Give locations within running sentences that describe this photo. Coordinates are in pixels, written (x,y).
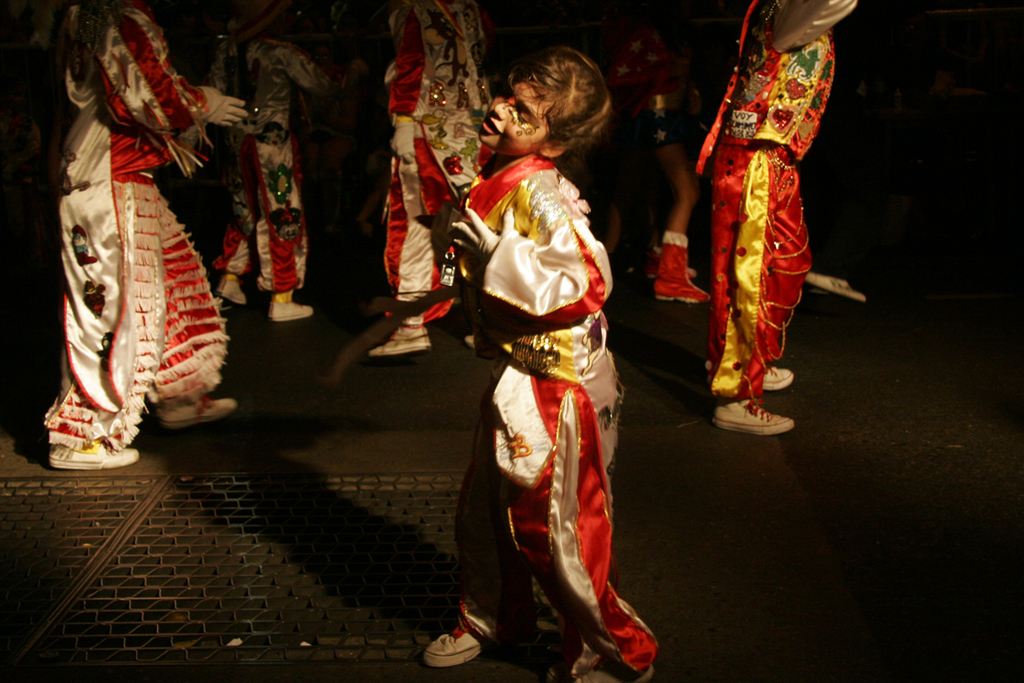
In this picture I can observe some people (488,218) dancing on the floor (335,425). They are wearing white and red color costumes (542,222). The background (884,112) is dark.
